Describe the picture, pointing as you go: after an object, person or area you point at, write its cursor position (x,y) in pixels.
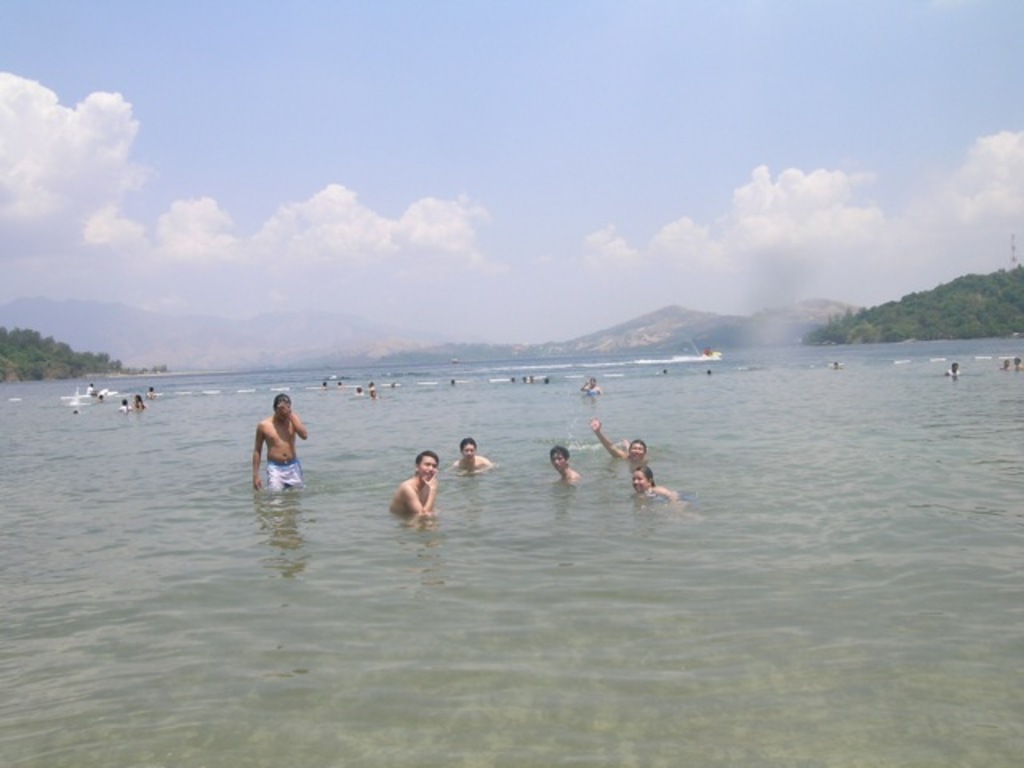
In this picture we can see so many people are playing in the water (706,474), around we can see some trees (907,321) and hills (828,303).
